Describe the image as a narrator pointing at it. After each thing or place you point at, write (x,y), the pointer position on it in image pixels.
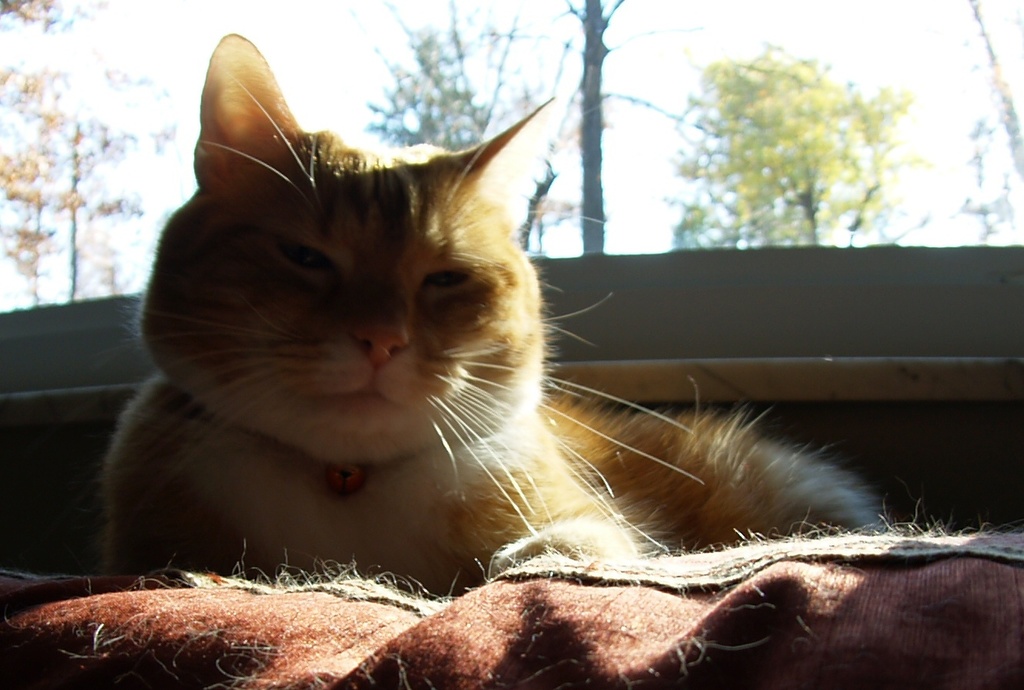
There is a cat (288,389) sitting on a cloth (789,548). In the background (612,152) it is blurred and there are trees (766,128).
